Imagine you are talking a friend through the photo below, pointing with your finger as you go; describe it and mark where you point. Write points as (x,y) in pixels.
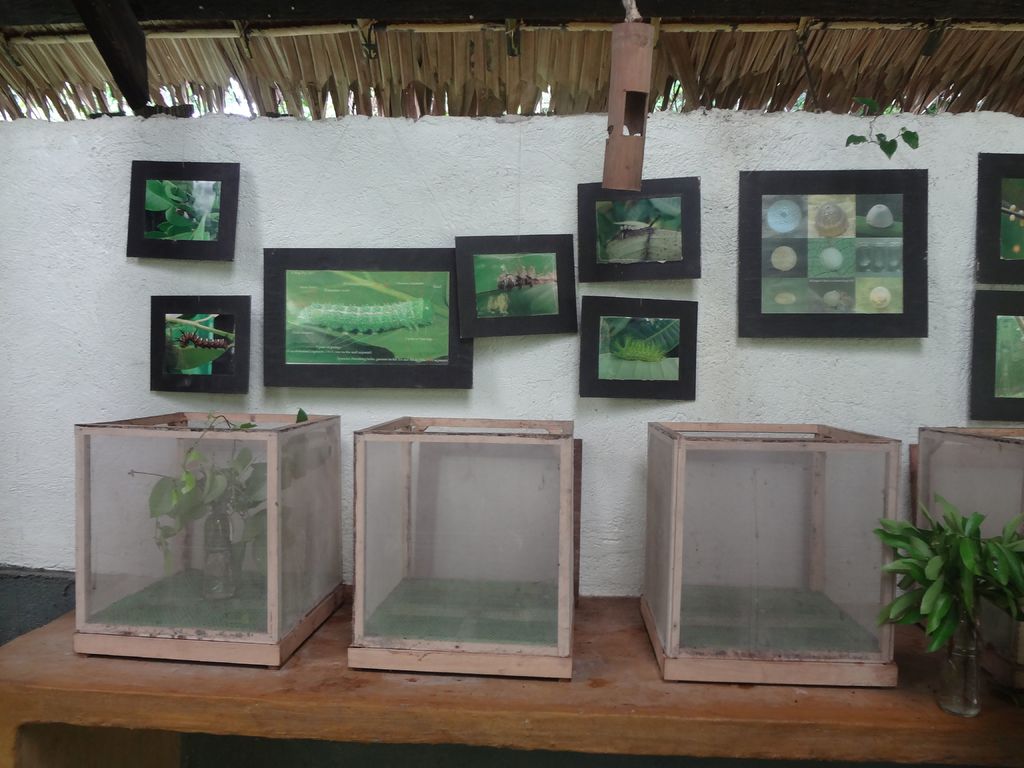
In this image, we can see boxes (254,483) and there is a leaf vase (953,674) are placed on the table (821,699) and one of the box (228,529) is containing an another leaf vase (217,523). In the background (402,261), there are frames (504,273) placed on the wall (246,281) and at the top (438,60), there is roof (327,57).
